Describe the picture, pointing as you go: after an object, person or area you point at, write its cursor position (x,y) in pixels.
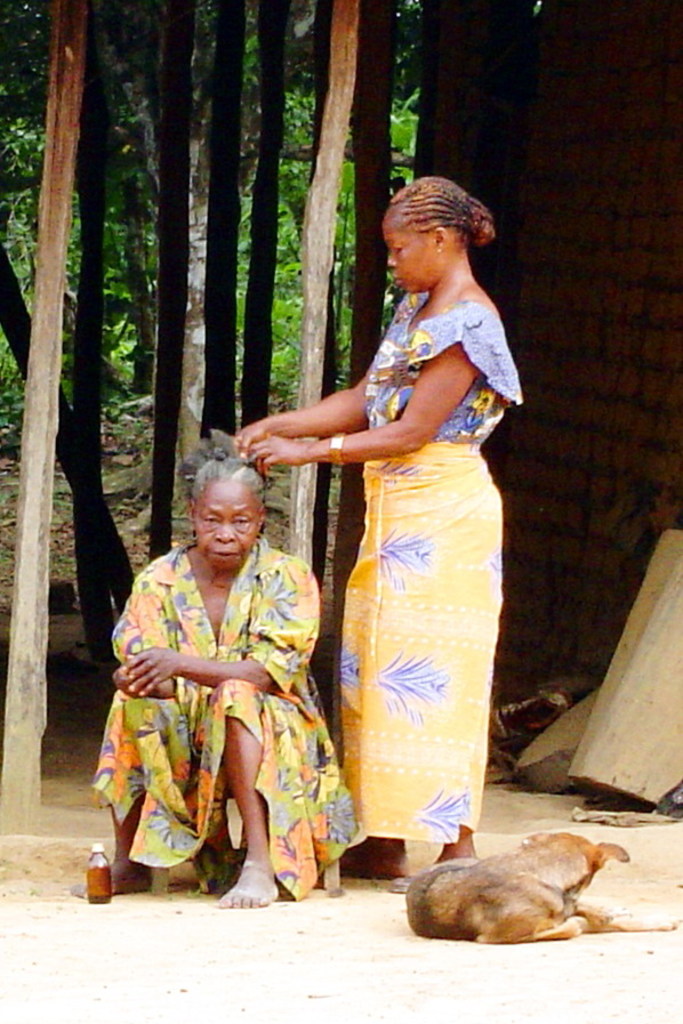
In the foreground (271,772) I can see two women's (412,215), a bottle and a dog (433,907) is sitting on the road (554,953). In the background (87,234) I can see bamboo sticks (64,278), a wall (475,192) and trees (191,223). This image is taken during a day.
